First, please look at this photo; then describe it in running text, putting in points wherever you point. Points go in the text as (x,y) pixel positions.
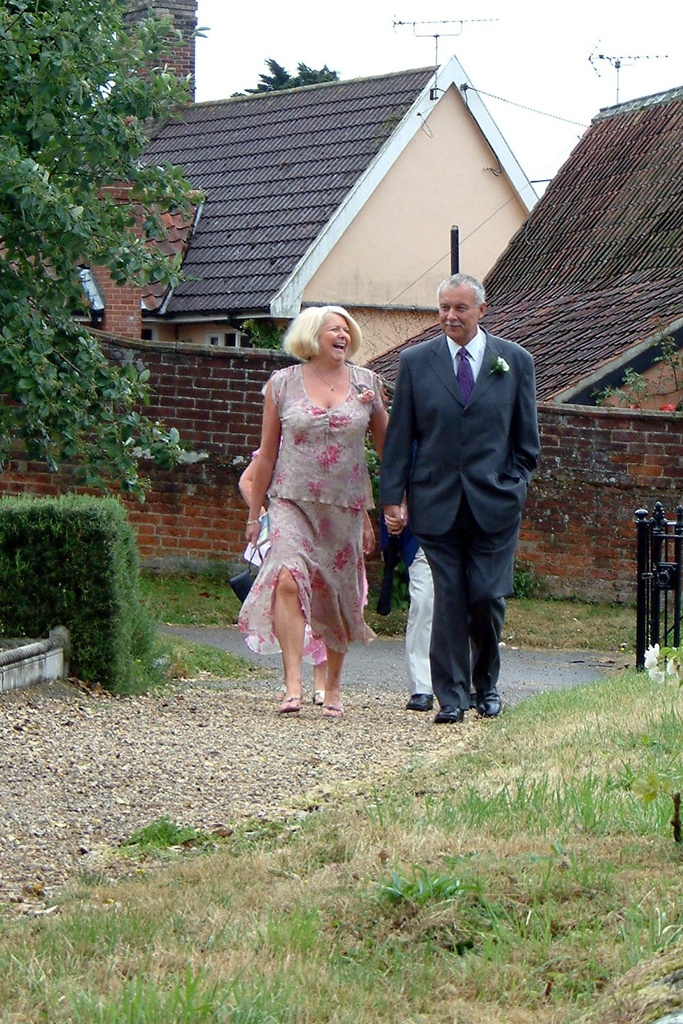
In the picture I can see a couple (393,461) holding a hand (397,510) of each other and walking and there is another person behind them and there is a fence (644,572) and a greenery ground (600,751) in the right corner (548,925) and there is a tree (85,84) in the left corner (92,76) and there is a fence wall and few houses (529,189) in the background (518,195).
